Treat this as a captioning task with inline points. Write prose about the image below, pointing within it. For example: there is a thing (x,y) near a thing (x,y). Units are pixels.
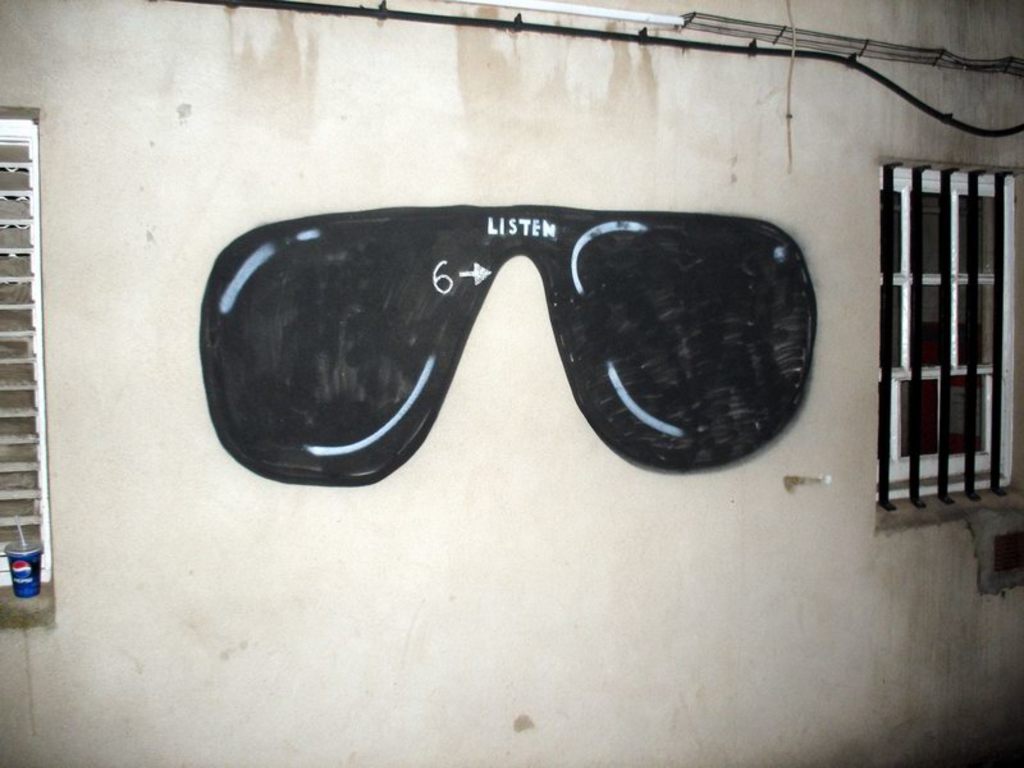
This image consists of a wall (318,565) on which there are shades (751,301). On the left (12,397) and right, there are windows (22,295).
